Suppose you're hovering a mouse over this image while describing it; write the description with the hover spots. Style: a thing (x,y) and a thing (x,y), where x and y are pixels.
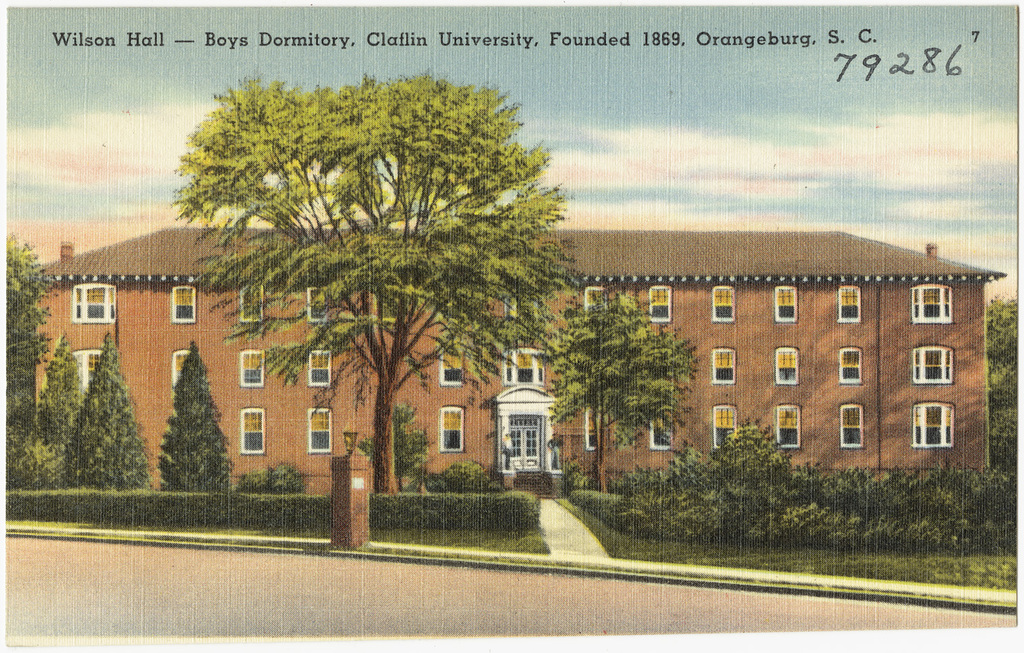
In this picture I can observe some trees (339,322) and plants (892,520) in front of a building (545,381). The building (279,410) is in brown color. In the background (607,101) there are some clouds (119,159) in the sky (768,110). In front of the building (486,444) there is a road (293,589). I can observe some text (718,37) on the top of the picture (137,34).
